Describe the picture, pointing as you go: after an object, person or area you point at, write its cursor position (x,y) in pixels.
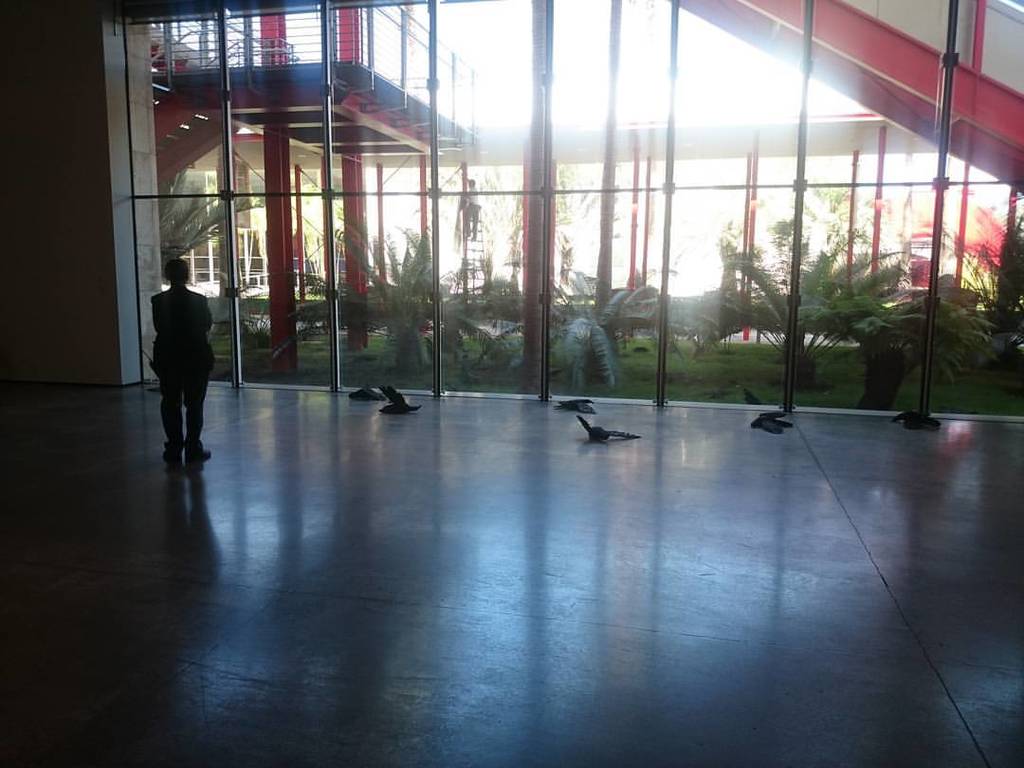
In this picture we can see a man (198,360) standing in the hall (201,404). Behind there is a glass wall (660,150). In the background (362,115) there is a red color iron pipes (290,217) and balcony (264,99). In the background (449,316) there are some plants (558,309).
